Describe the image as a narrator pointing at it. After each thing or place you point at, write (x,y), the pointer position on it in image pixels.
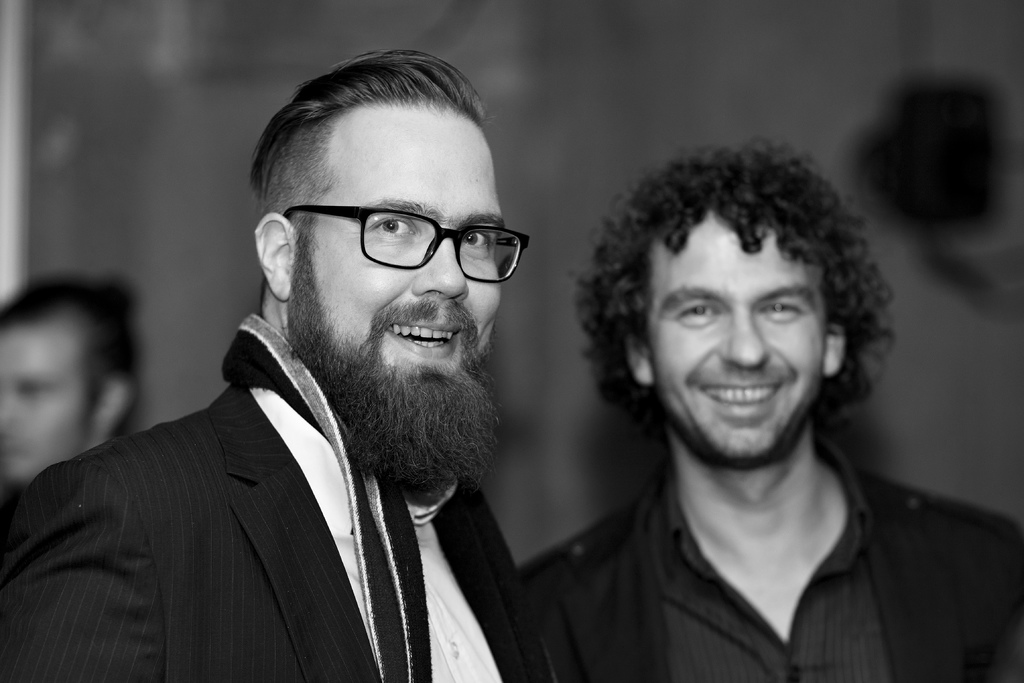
In the image two persons (460,229) are standing and smiling. Behind them a person (90,326) is standing. Background of the image (936,167) is blur.
